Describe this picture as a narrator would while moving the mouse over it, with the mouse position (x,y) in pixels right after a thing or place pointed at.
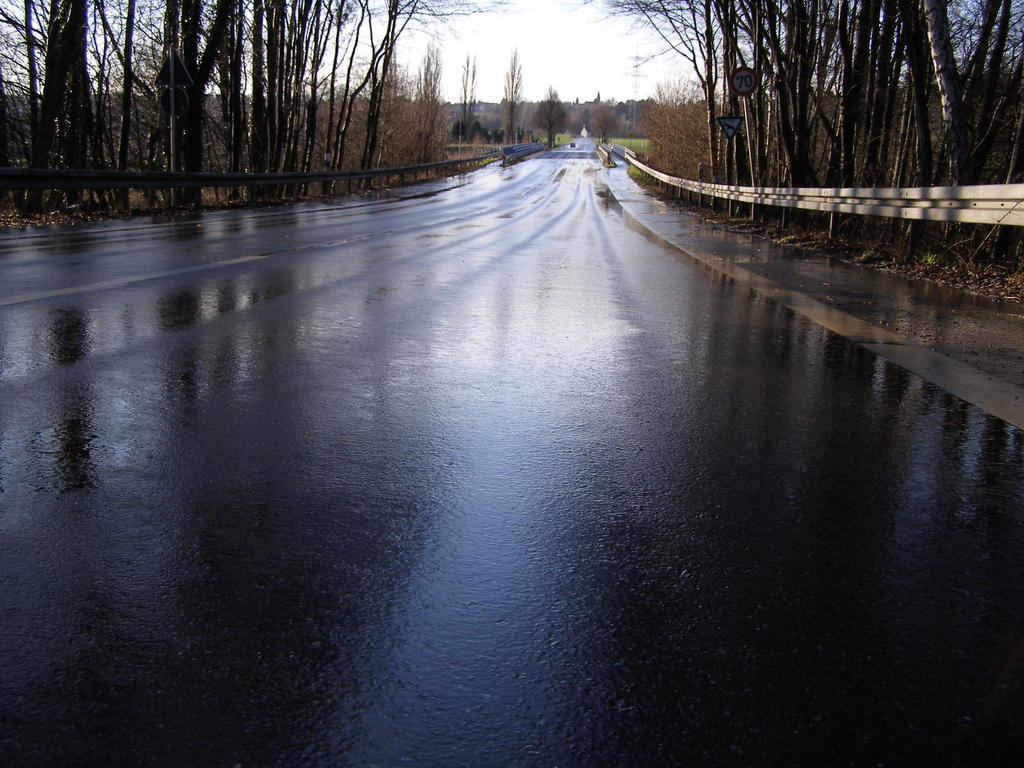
At the center of the image (429,423) there is a road (256,460). On the right (917,180) and left side of the image (176,191) there are trees (946,182) and sign boards (734,120). In the background (500,55) there is the sky (445,71).
